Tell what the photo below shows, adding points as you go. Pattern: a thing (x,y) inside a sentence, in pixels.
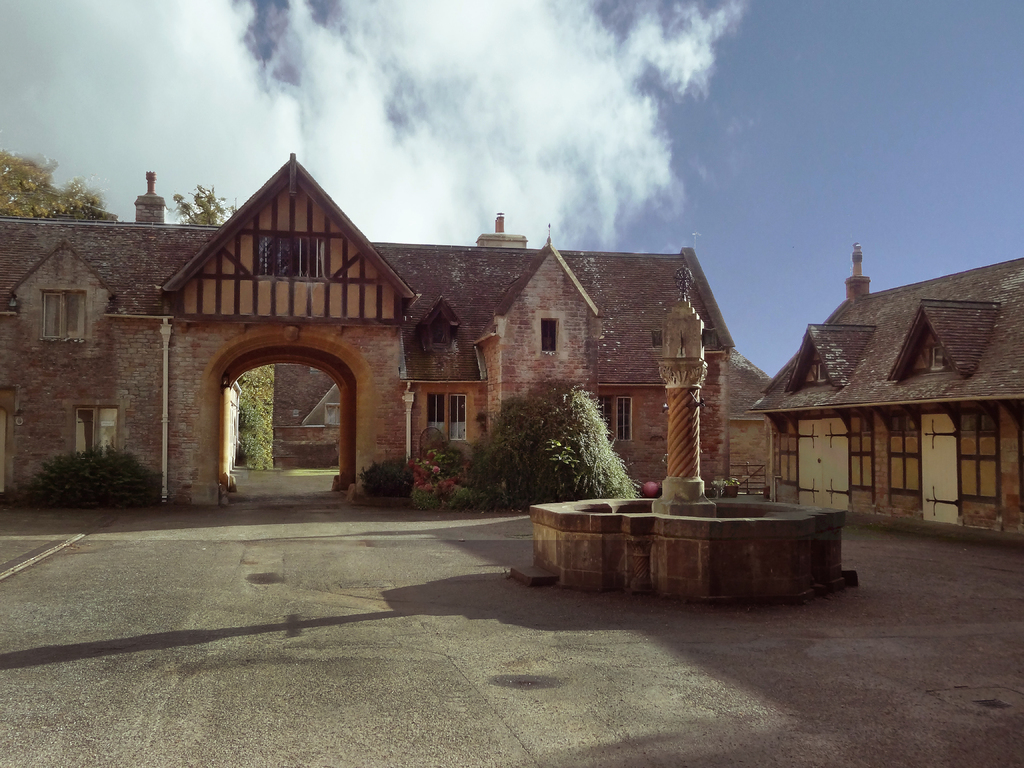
In this picture in the center (676,460) there is a pillar (672,420) and there is a wall (658,550). In the background (447,360) there are houses (349,370), plants (591,494) and trees (271,386) and the sky (464,120) is cloudy.
